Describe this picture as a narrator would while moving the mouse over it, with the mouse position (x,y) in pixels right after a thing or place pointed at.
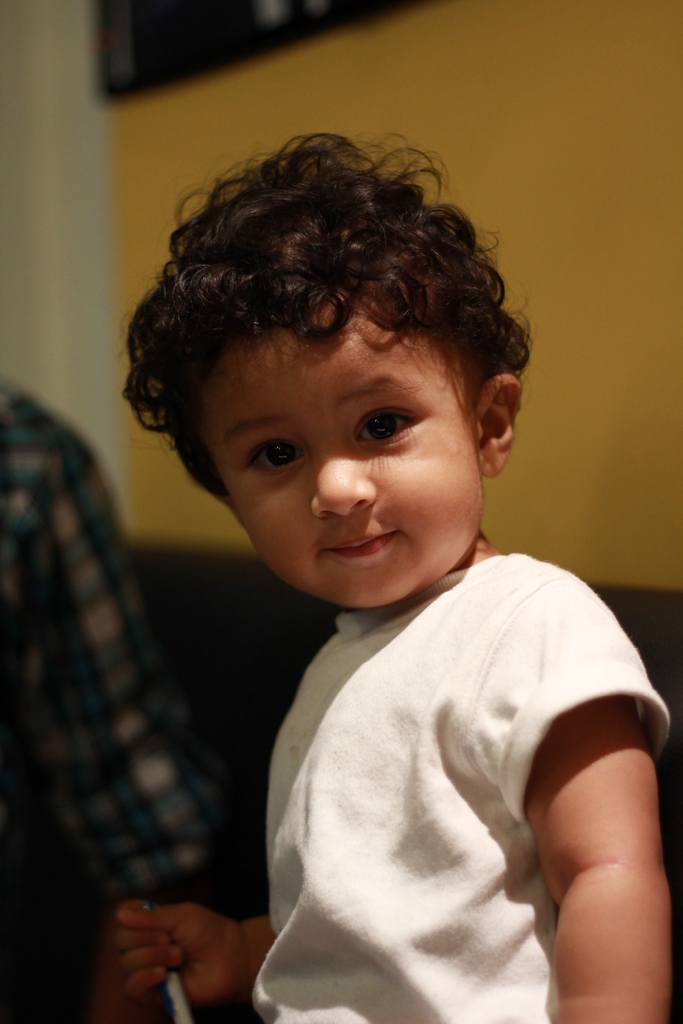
In this image we can see child (202,915) holding one object (168,984). And we can see the wall (168,99).
